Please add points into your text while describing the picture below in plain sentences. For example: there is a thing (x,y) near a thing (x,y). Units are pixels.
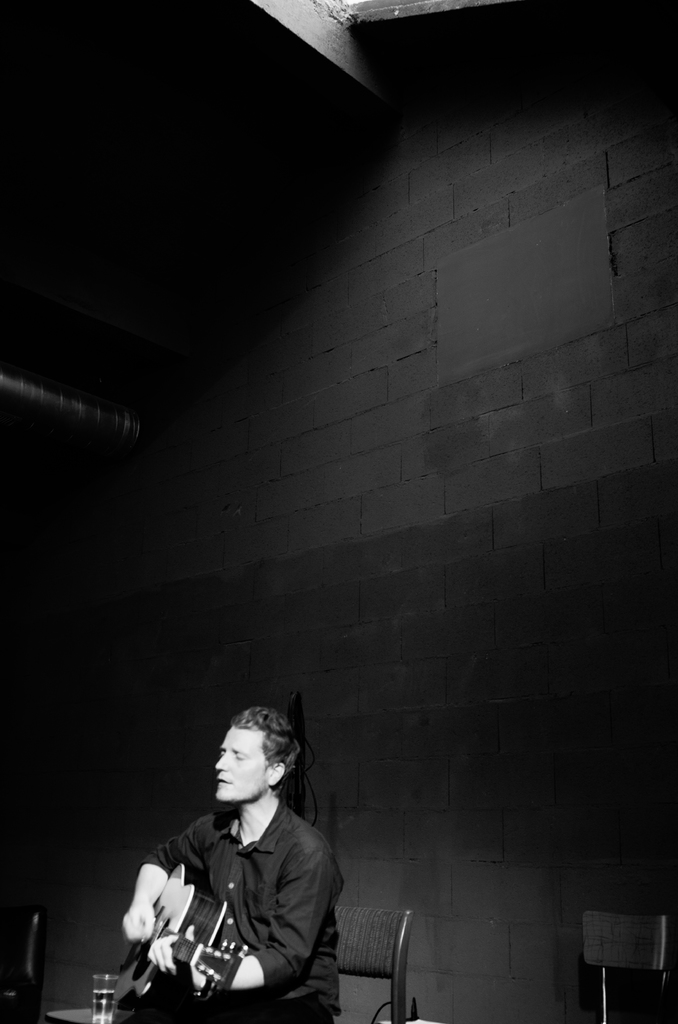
In the bottom left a man (148,902) is sitting on the chair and also playing the guitar (168,907) there is a glass of water (111,1012) on the table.
